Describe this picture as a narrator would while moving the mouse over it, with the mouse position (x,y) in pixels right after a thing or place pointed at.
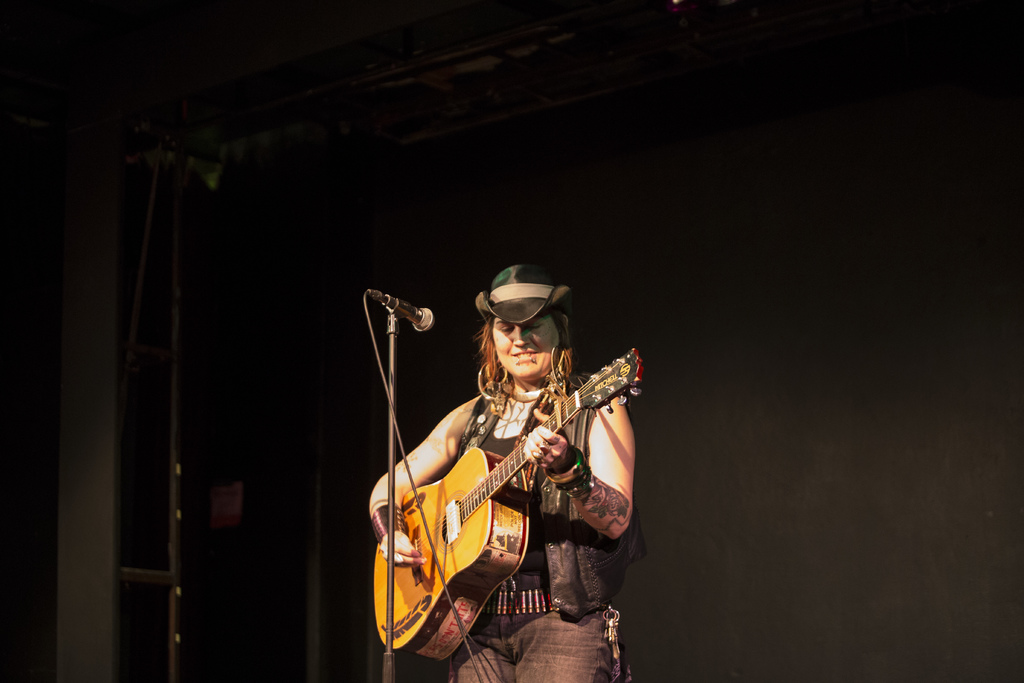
In this image I see a person (624,671) who is wearing a hat (564,298) and holding a guitar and is standing in front of a mic (389,399).
